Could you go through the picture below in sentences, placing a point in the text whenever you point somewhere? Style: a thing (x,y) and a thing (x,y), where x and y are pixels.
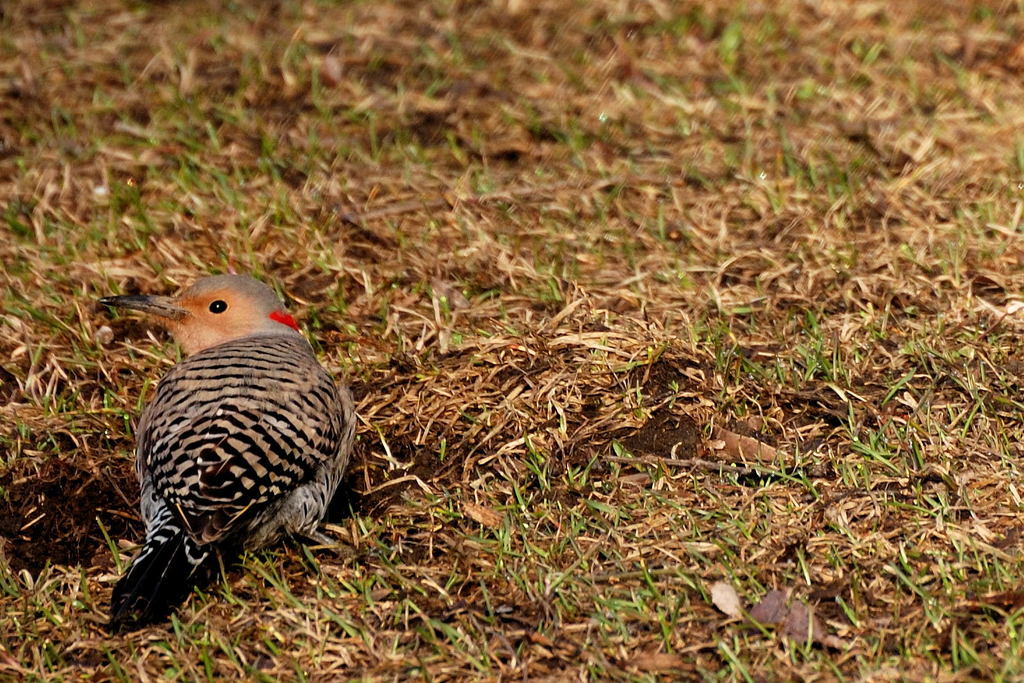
In this picture there is a bird (304,521) on the grass (460,489). In the background of the image (433,79) it is blurry.
